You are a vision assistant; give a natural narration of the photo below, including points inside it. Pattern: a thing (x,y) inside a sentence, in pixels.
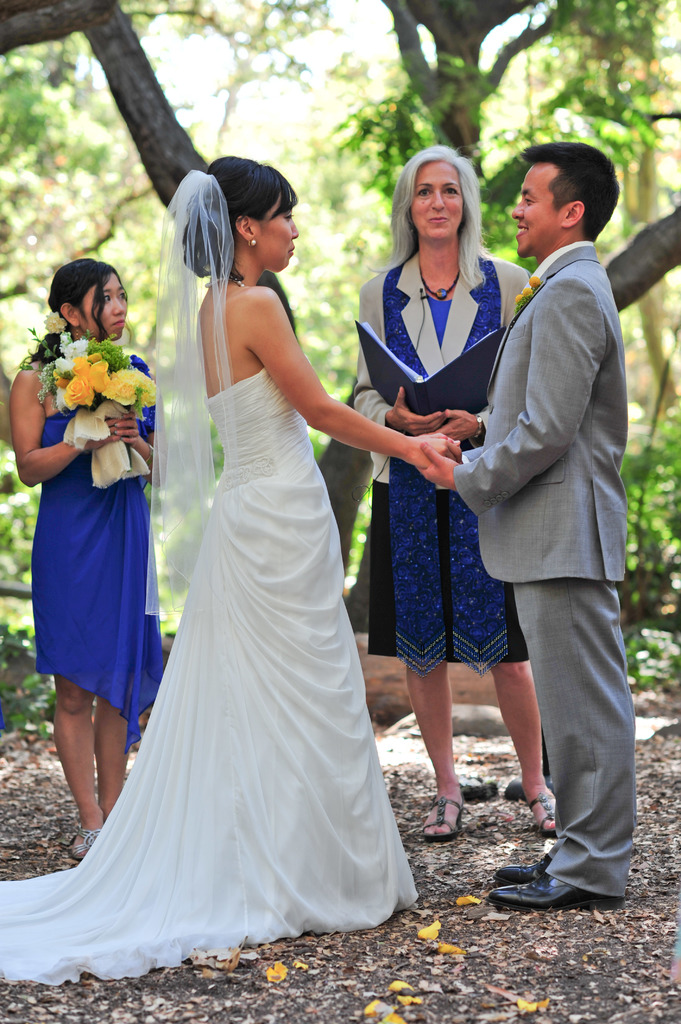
A woman (464,506) is holding book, another woman (113,539) is holding bouquet (132,463), a couple (239,524) is standing, there are trees (414,106).
